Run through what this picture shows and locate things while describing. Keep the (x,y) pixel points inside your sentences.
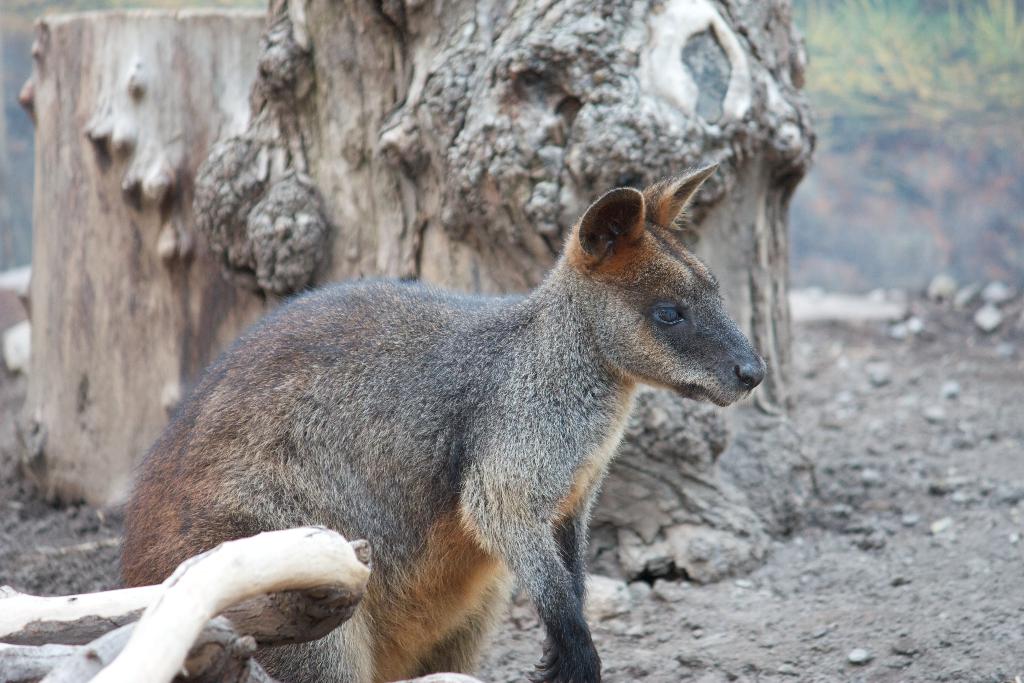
As we can see in the image there is one animal (493,410) with black and brown color looking to the right (934,611). Behind the animal (351,450) there is a tree stem (385,117) with brown color.
